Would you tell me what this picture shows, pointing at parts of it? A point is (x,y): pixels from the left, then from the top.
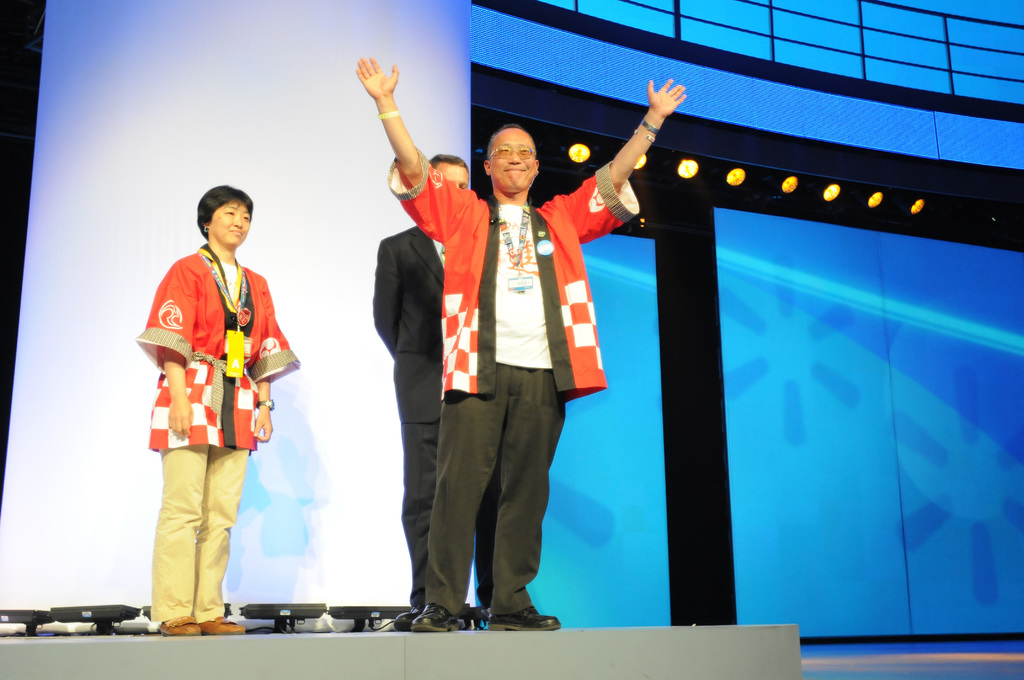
There are three persons (415,322) standing. Lady (170,347) on the left (219,388) is wearing tag (236,362) and watch (264,398). In the back (248,152) there is a screen (298,202). At the bottom (253,616) there are lights (350,612). On the right side (770,360) there are screens (763,362). Also there are lights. At the top (799,42) there is railing (825,49).
